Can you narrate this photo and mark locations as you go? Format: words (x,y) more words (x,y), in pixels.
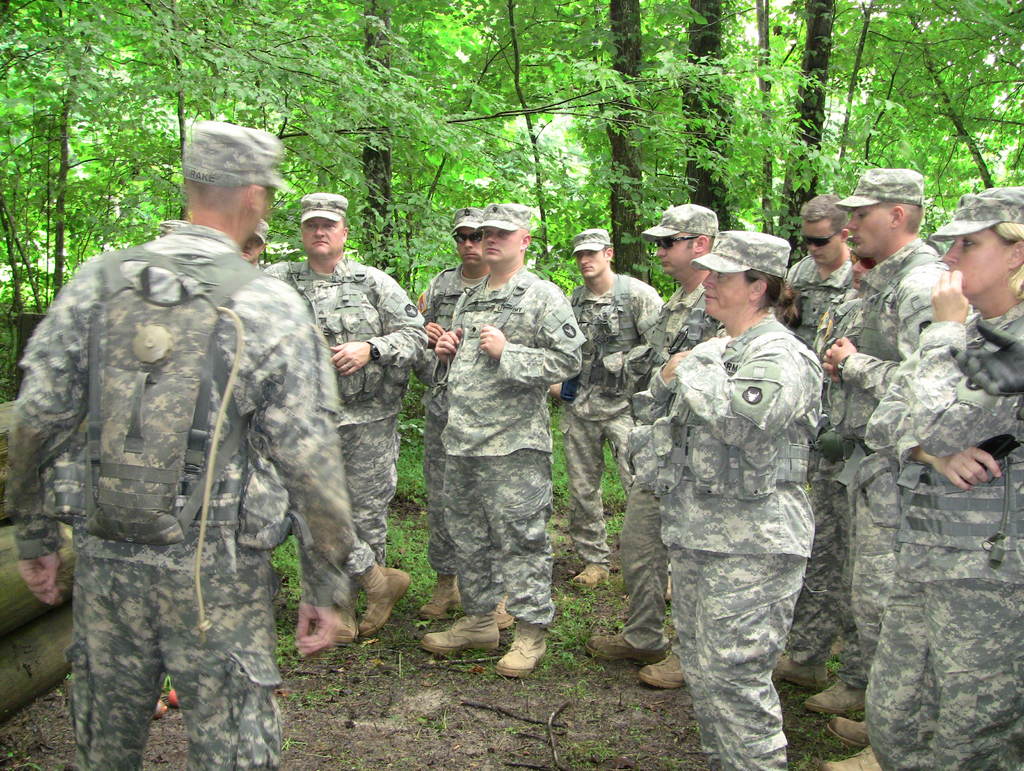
In this image there are a few people (637,442) standing. On the left side of the image (44,651) there are a few wooden branches (7,534) on the surface (46,715). In the background (765,113) there are trees (516,147).
